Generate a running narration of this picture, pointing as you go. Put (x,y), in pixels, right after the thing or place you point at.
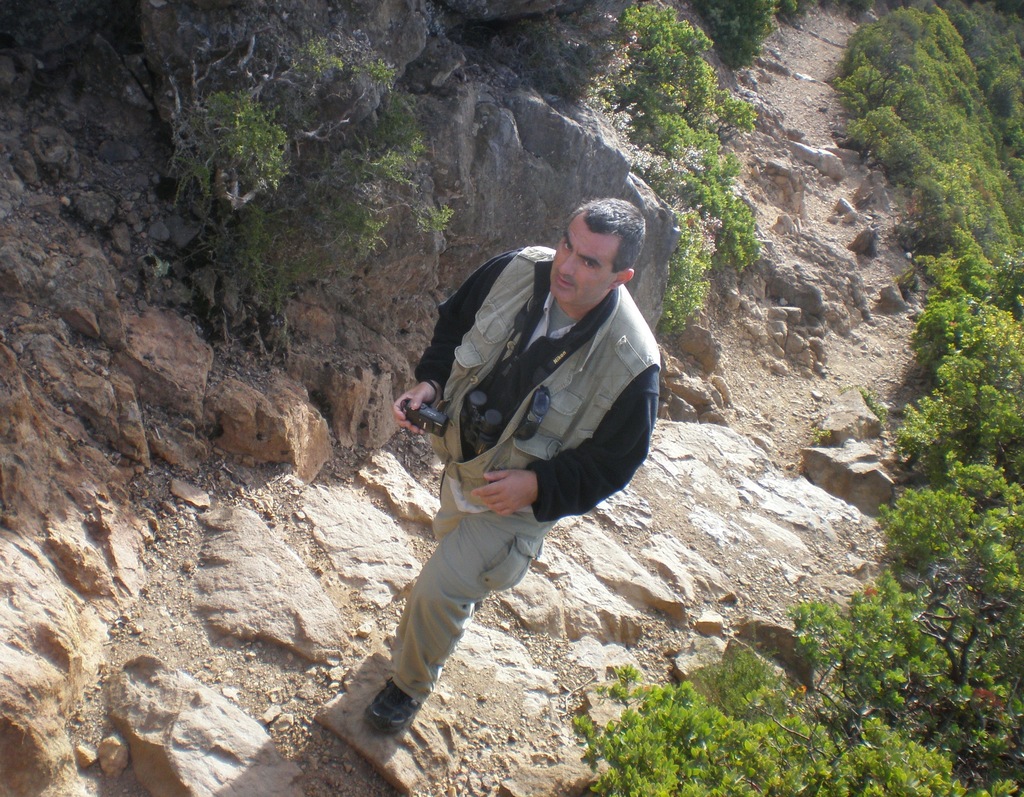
In this image we can see a person (588,421). A man (587,388) is holding a camera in the image. There are many plants (948,351) and rocks (577,146) in the image.
